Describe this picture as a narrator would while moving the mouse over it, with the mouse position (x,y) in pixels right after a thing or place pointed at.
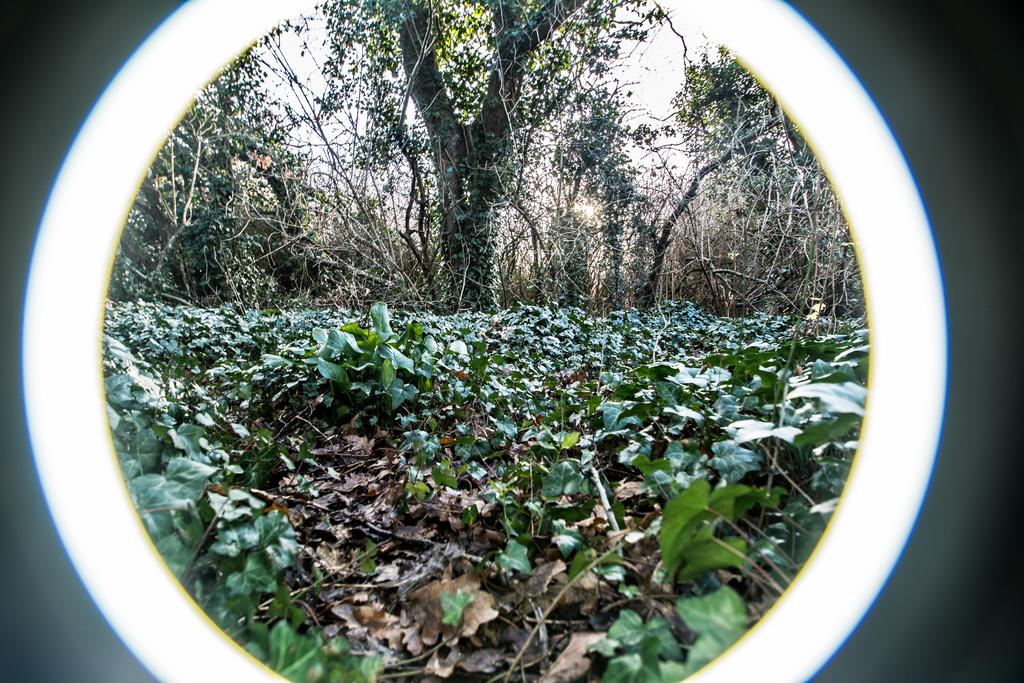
It is an edited image, the picture is taken through a hole (274,329) there are small bushes (373,355) and dry leaves (462,567) on the ground (489,482) and behind the bushes (369,313) there are many trees (423,169), most of them were dried up and in the background (587,77) there is a sky (586,87).
